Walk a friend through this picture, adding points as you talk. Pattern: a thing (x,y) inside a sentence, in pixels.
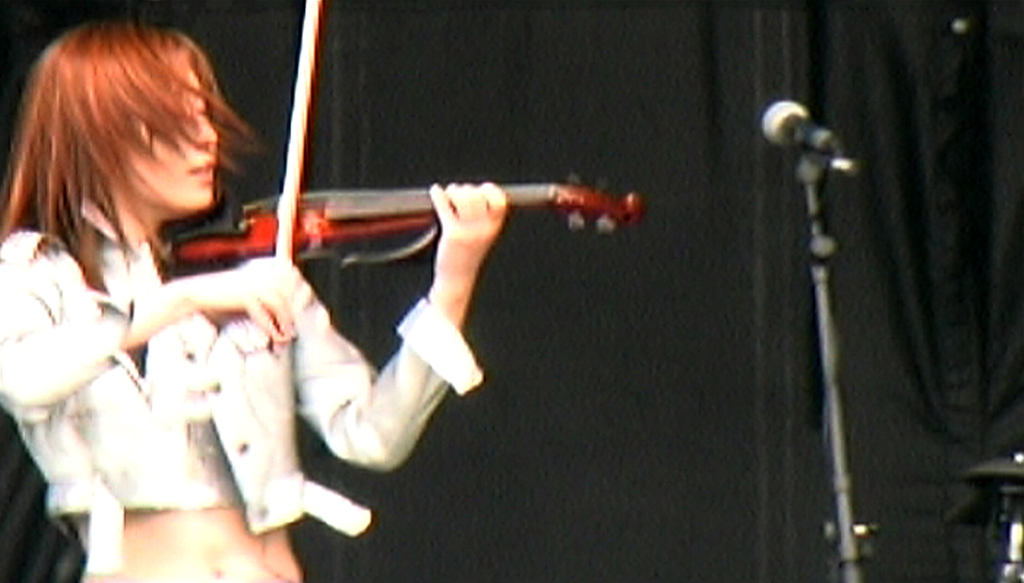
In this image there is one person (293,344) standing at left side of this image (328,374) is playing a violin (314,225) and there is a Mic (831,413) at right side of this image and there is a curtain (578,284) in the background (489,123).
